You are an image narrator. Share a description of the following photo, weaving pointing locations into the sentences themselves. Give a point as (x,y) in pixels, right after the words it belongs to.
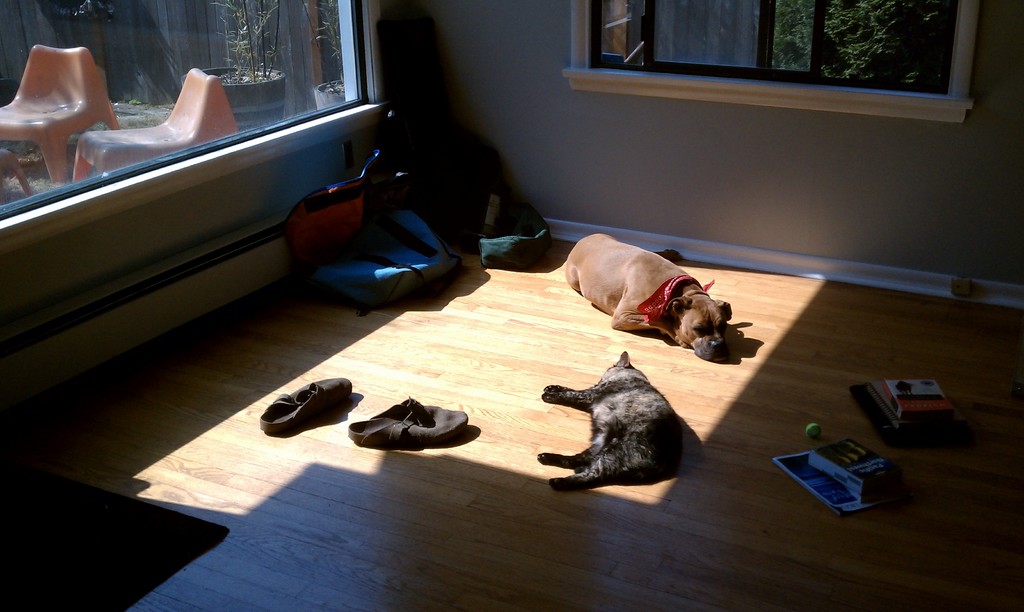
In this picture we can see a dog (632,292) and a cat (605,440) is laying on the wooden floor (577,512) and on the floor (541,534) there is a pair of shoes (396,417), books (860,466) and some objects (409,236). Behind the bags (392,183) there are wall (483,30) with glass windows (639,49). Behind the glass windows (839,44) there are trees (850,21), chairs (186,99), plants (254,71) in the pots (250,87) and the wooden fence (138,58).
